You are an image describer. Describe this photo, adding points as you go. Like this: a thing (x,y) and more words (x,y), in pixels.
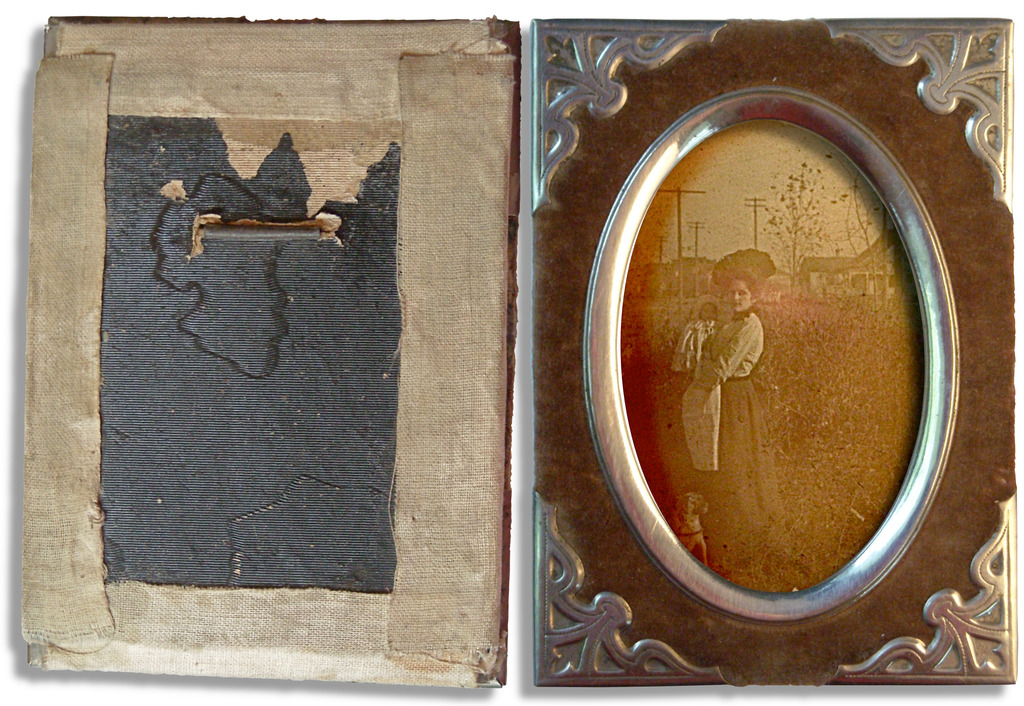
In the image there is a vintage photograph (769,287) in a frame (705,126) on the right side (905,223) and a cardboard (76,102) beside it.
